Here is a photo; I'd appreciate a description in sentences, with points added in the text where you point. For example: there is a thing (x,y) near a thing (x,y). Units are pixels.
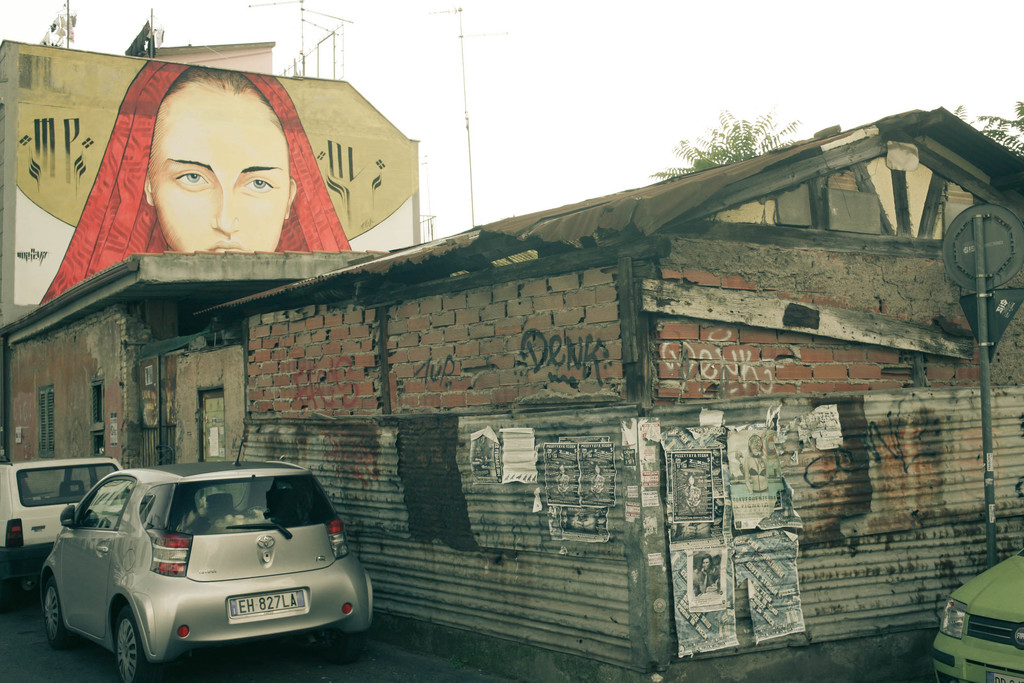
In this image we can see there are houses (338,457), behind it there is a painting (210,247) of a person (139,244) on the wall (143,242) and there are trees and poles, at the bottom left corner of the image (145,640) there are vehicles (3,568) and at the bottom right corner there is a vehicle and a sign board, in the background (636,156) we can see the sky (789,98).
